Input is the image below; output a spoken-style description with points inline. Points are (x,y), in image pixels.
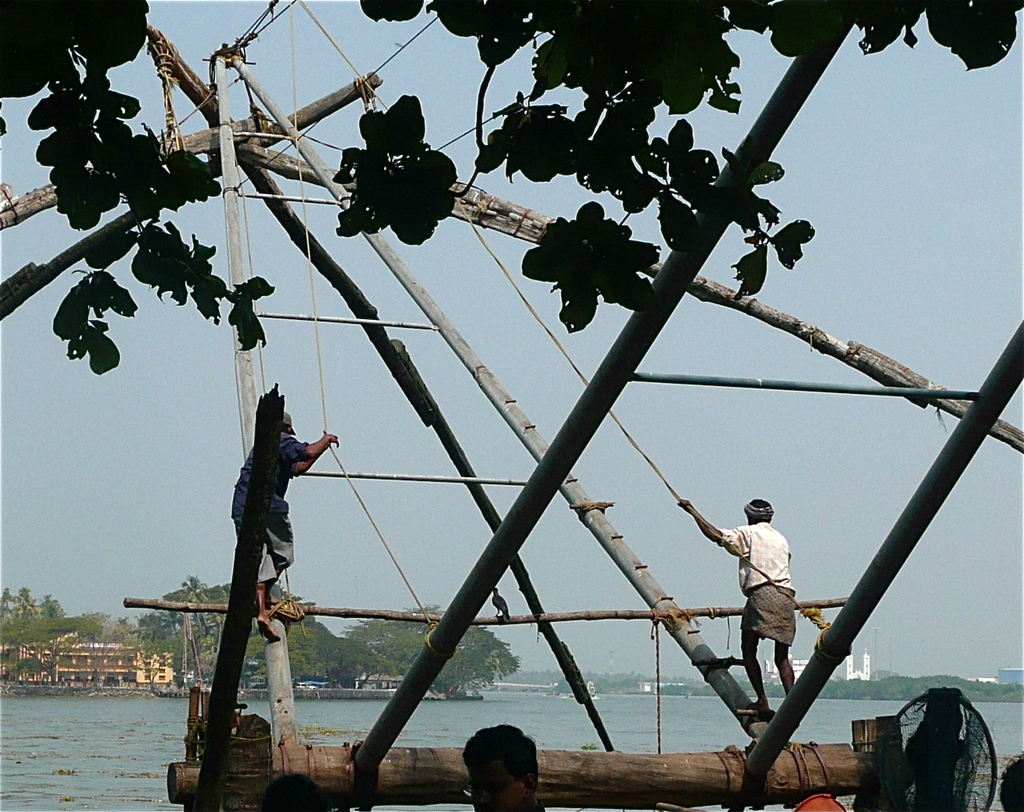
In this image there are wooden sticks (226,119) and ropes (300,182) in the foreground (404,609). There are two men (291,530) standing on the wooden poles (491,546). Behind them there is the water (333,718). In the background (403,643) there are buildings (119,660) and trees (383,639). At the top (828,185) there is the sky (499,124).
